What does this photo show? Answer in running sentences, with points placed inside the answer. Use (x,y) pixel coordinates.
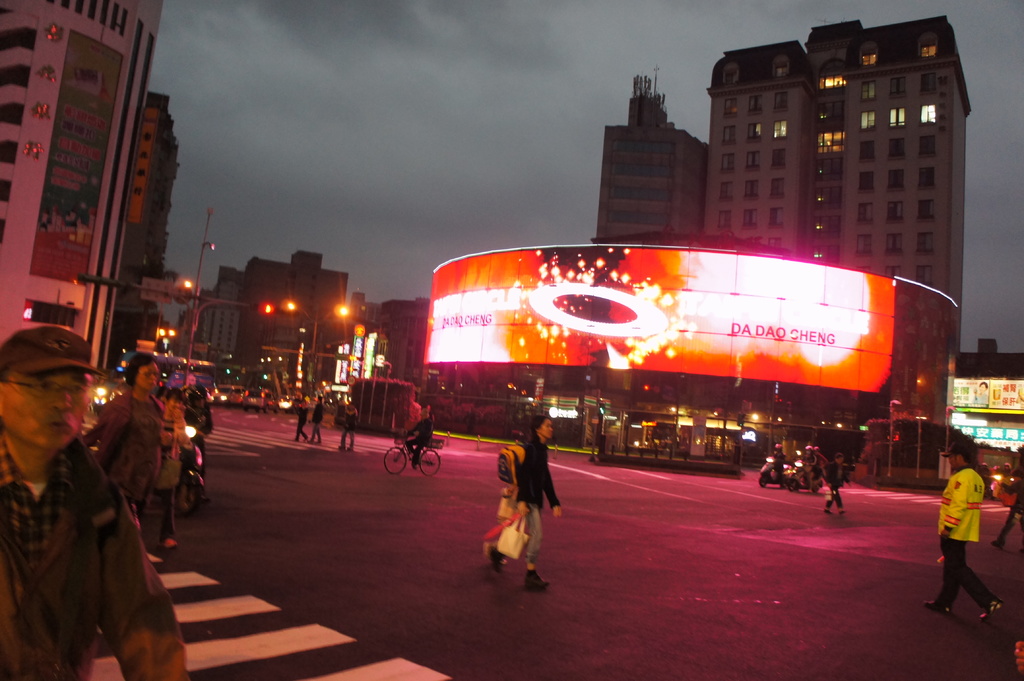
In this image I see the road (307,446) on which there are number of people (354,423) and I see a person (415,440) on this cycle (401,458) and I see few vehicles (191,445). In the background (628,442) I see the buildings (689,207) and I see a screen (558,291) over here on which there is something written and I see the light poles (291,308) and the traffic signals (264,313) and I see the sky (445,126) which is cloudy.
